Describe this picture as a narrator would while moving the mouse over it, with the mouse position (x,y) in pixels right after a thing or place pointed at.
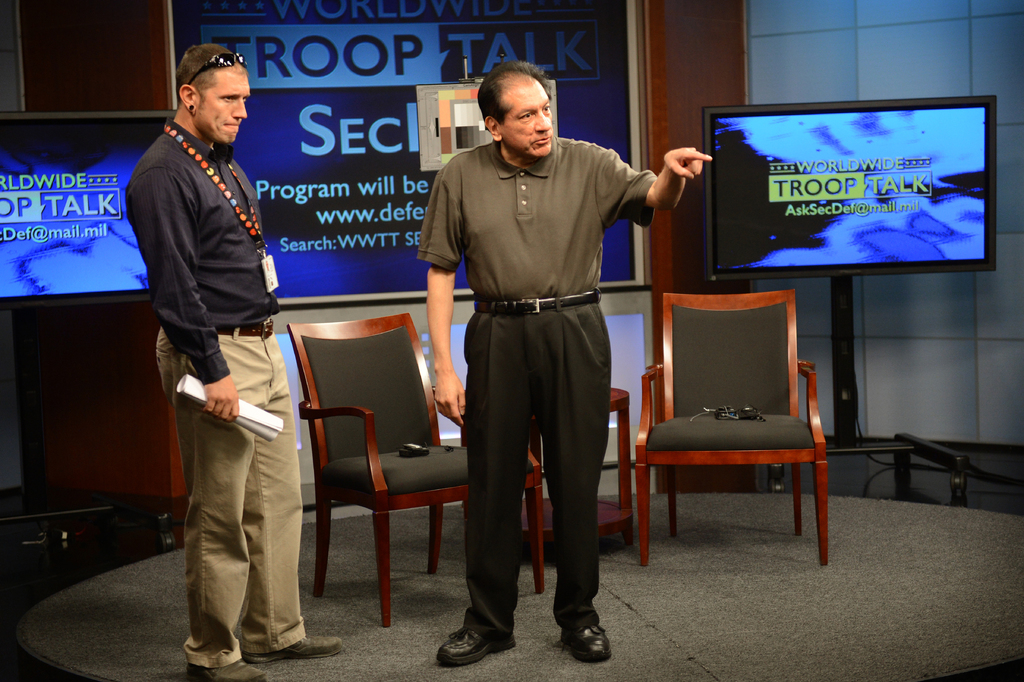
In this image I can see two men (693,160) are standing. Here in the background (312,339) I can see few chairs (308,331) and a screen (860,210).
